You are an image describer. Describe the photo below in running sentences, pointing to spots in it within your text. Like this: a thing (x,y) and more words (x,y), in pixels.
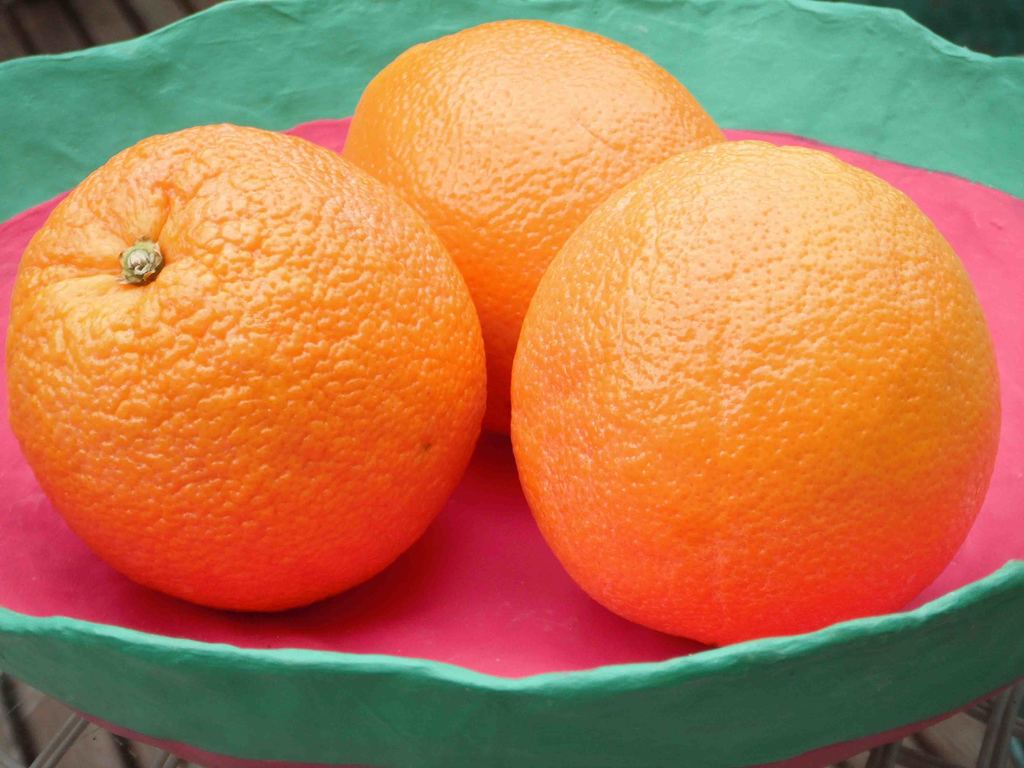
In this image, we can see three oranges (540,385) are placed in a bowl (505,545).
